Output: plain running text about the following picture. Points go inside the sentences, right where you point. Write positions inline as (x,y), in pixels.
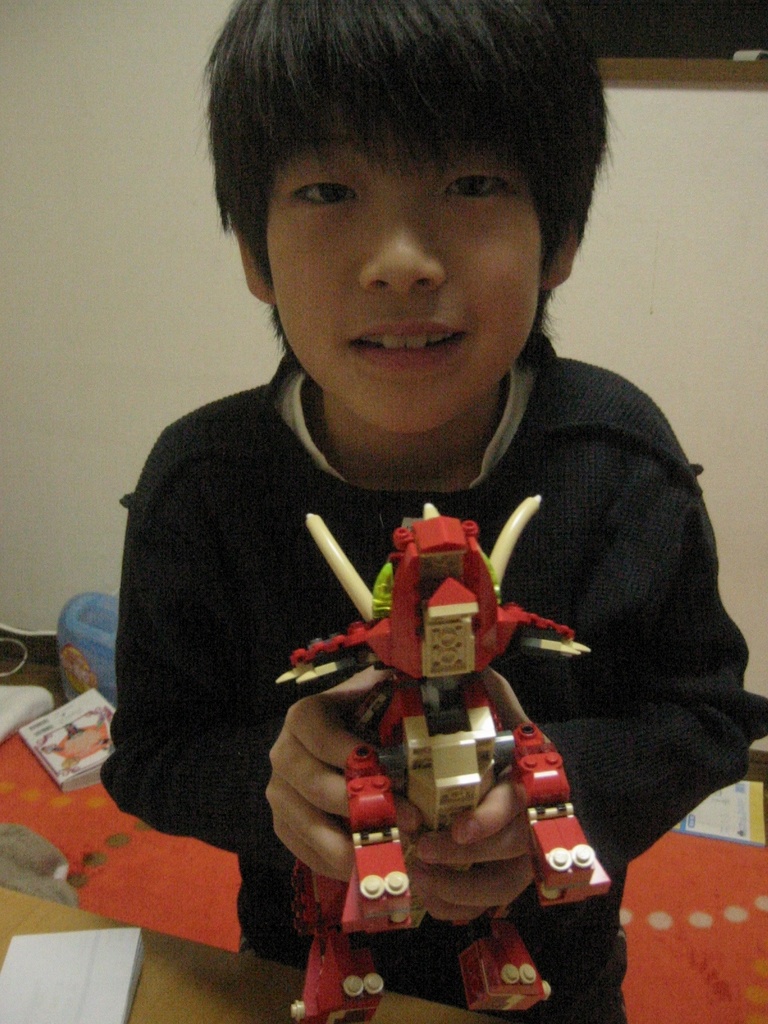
In this image I can see a boy (643,476) wearing a black color t-shirt (692,493) and holding a toy robot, standing on the red color carpet (203,916), on the carpet (47,799) I can see book (104,747) and in the background (107,296) I can see the wall (41,315).
